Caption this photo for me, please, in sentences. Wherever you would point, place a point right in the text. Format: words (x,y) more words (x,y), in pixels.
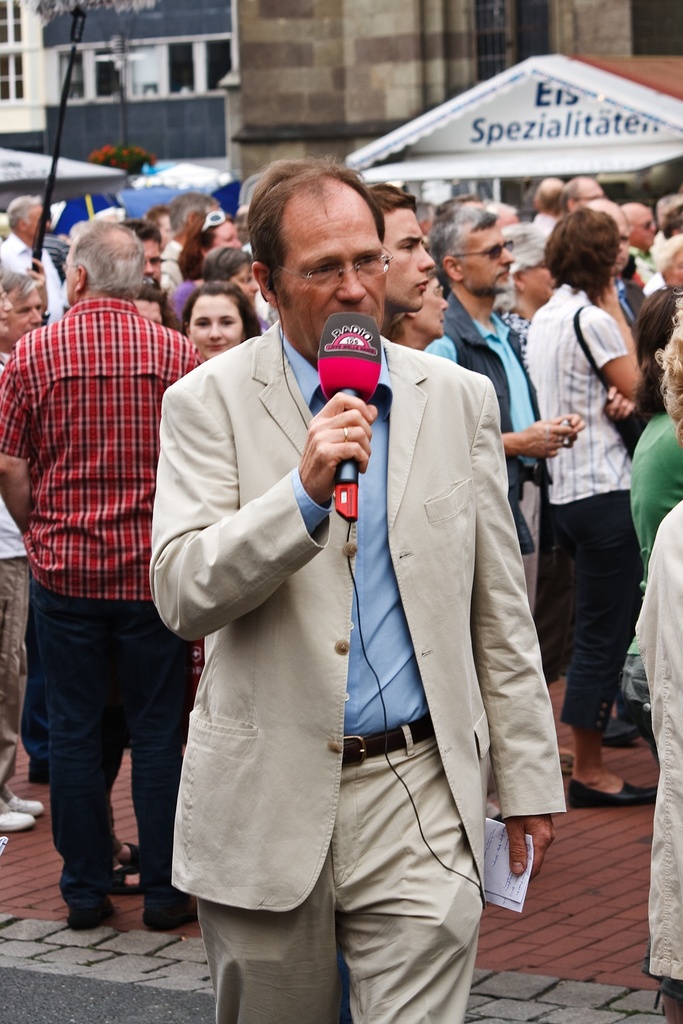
There is a person (288,206) in a suit (490,594), holding a mic (373,382) with one hand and holding a paper (509,878) with other hand (509,829), on the road (499,976). In the background (673,291), there are other persons (402,195) standing on the floor (645,912), there are tents (433,121) and buildings (455,7) which are having glass windows (117,74).
